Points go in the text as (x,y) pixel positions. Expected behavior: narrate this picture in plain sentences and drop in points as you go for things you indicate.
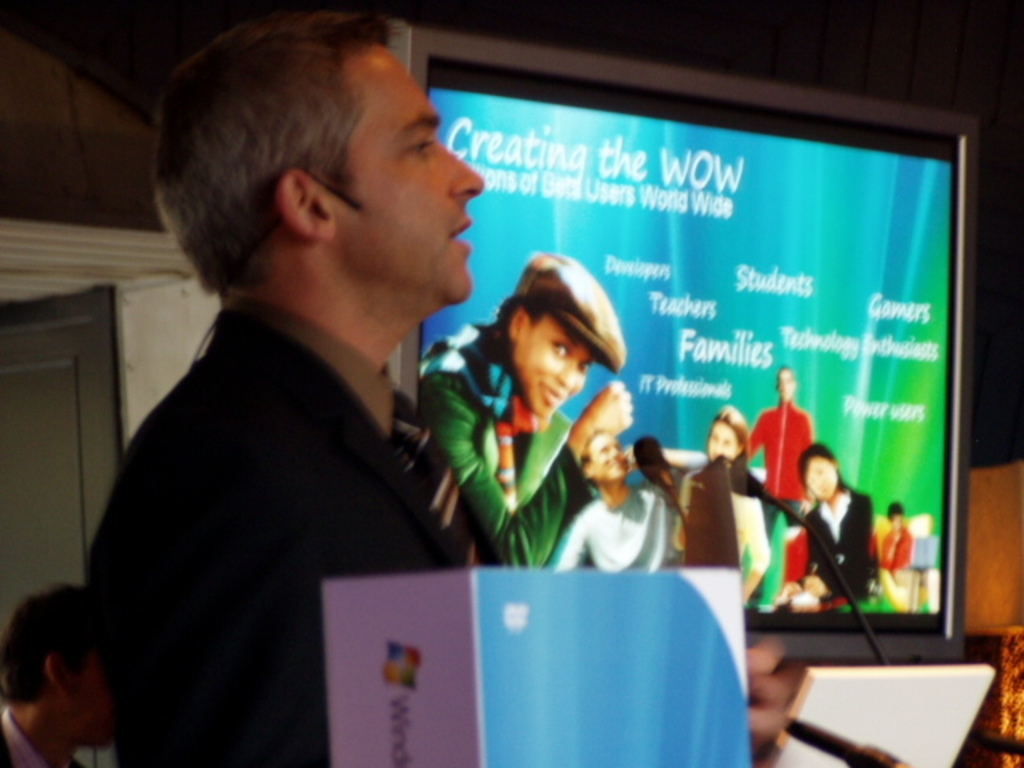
In this picture I can observe a man (231,461) on the left side (244,326). In the middle of the picture (665,424) I can observe large television (561,341). In the television screen (645,305) I can observe some people (560,422).
